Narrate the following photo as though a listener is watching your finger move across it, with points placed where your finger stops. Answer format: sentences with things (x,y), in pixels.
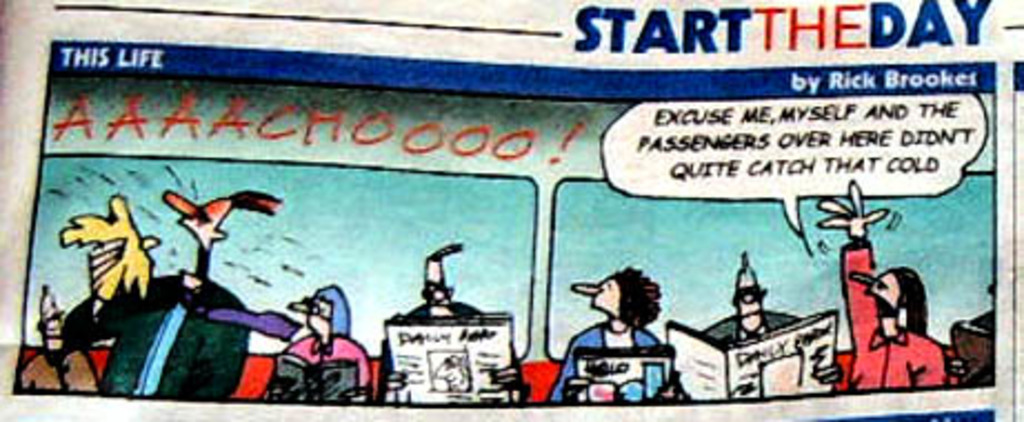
In this image, this looks like a paper (927,400). I can see the cartoon images (485,330) and the letters (667,152) on the paper (412,240).
